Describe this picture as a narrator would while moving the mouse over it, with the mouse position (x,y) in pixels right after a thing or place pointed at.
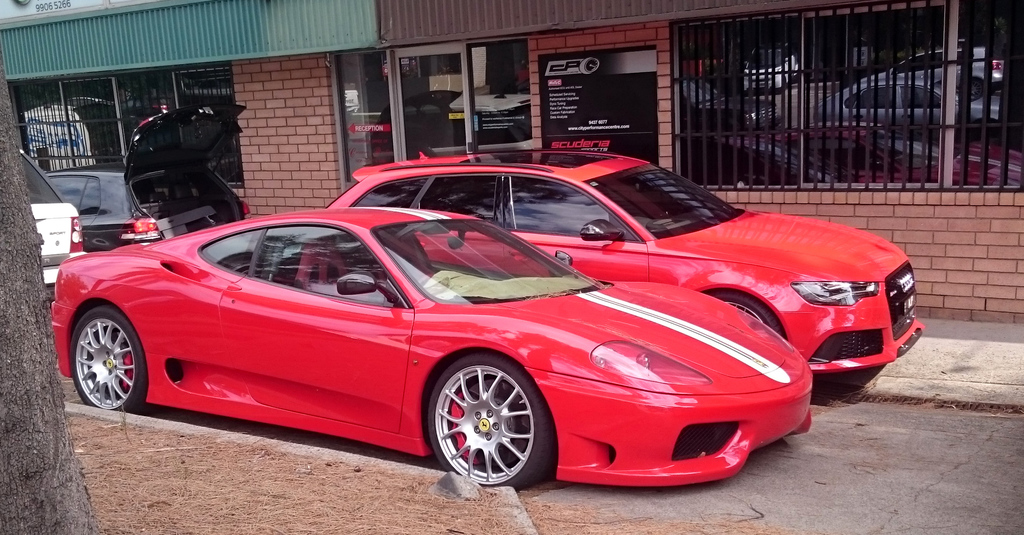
In the center of the image (452,243) cars (415,220) are there. At the top of the image (406,112) we can see door (458,71), window (767,91), grills (720,90), wall (292,106), glass (356,78) are present. At the bottom of the image (826,490) road (861,493) is there. At the bottom left corner (48,480) tree (51,412) is there.
